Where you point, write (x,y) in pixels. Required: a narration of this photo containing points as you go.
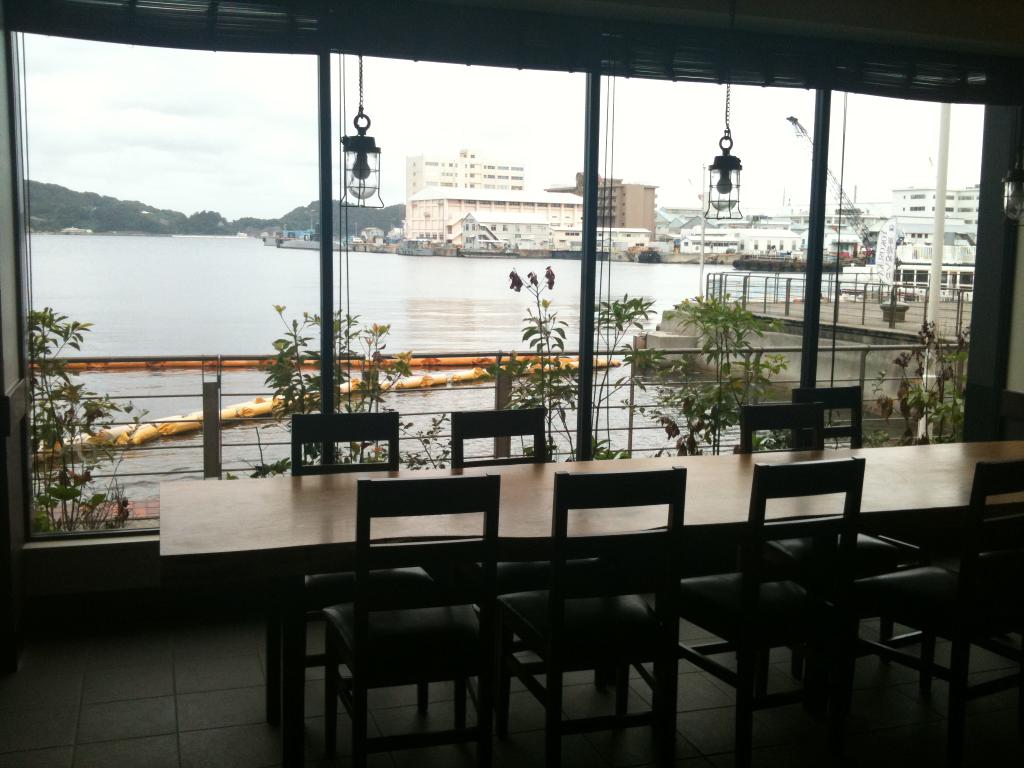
In this image, we can see a table (617,531) and chairs (620,693) are placed on the floor (209,714). Here we can see few plants (688,448), poles (969,392), railings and lights (1012,213). Background (683,274) we can see few buildings (783,235), crane (863,239), trees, water (310,257) and sky (373,117).
